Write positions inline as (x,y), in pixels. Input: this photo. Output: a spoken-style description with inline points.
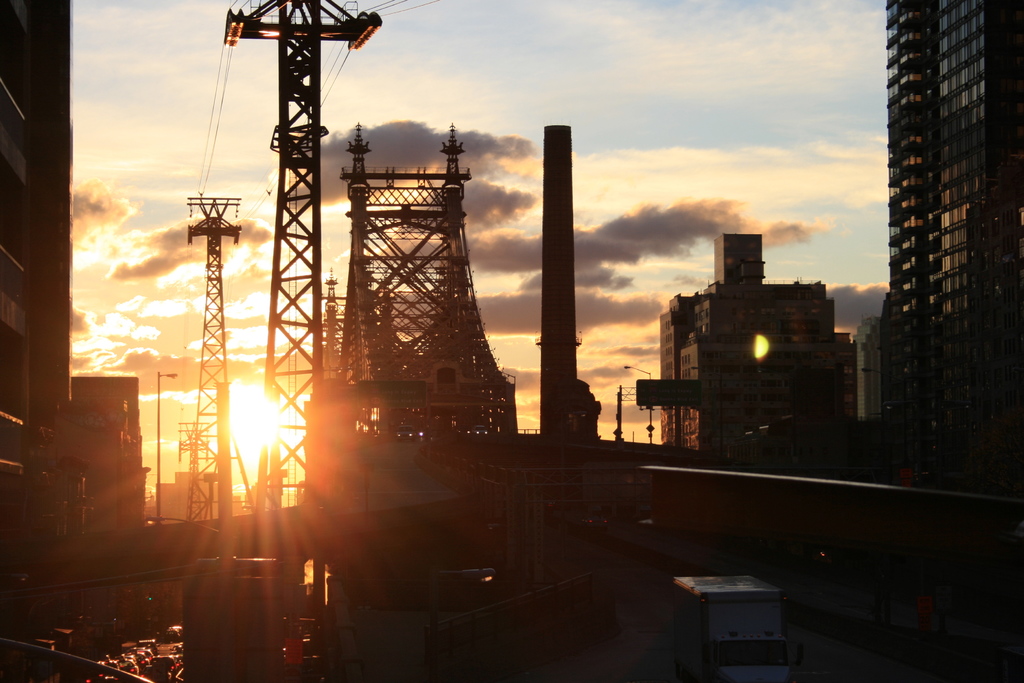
This picture is clicked in the city (576,536). At the bottom (699,613), we see a vehicle (717,621) is moving on the road (671,617). On the right side (720,368), we see the buildings (788,398). In the middle of the picture (564,362), we see the tower (433,335). Beside that, we see the electrical towers (279,221). On the left side (59,47), we see the buildings (62,428) and street lights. In the left bottom (181,658), we see the vehicles (143,666) are moving on the road (104,673). In the background (195,86), we see the sky (181,96), clouds (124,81) and the sun (263,393).
